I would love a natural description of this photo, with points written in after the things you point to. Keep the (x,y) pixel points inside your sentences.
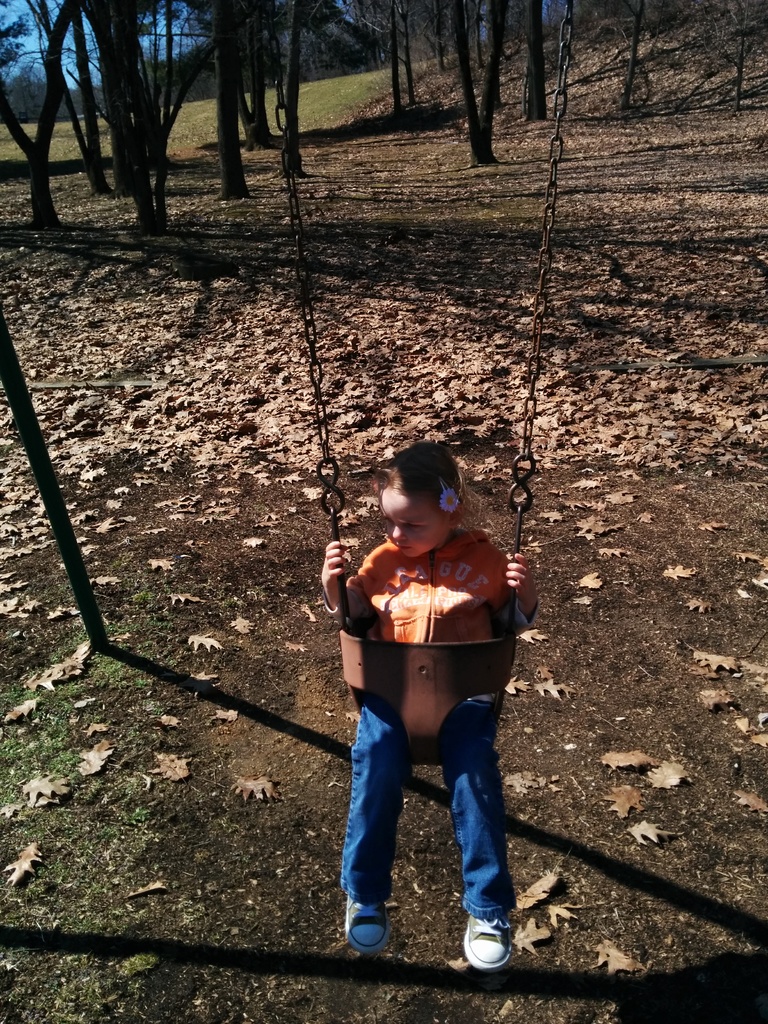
In this picture there is a girl (374,796) sitting on a swing (419,745) and we can see a rod (68,554) and leaves (11,412) on the ground (306,686). In the background of the image (310,38) we can see trees (227,4), grass (313,91) and sky (93,60).
